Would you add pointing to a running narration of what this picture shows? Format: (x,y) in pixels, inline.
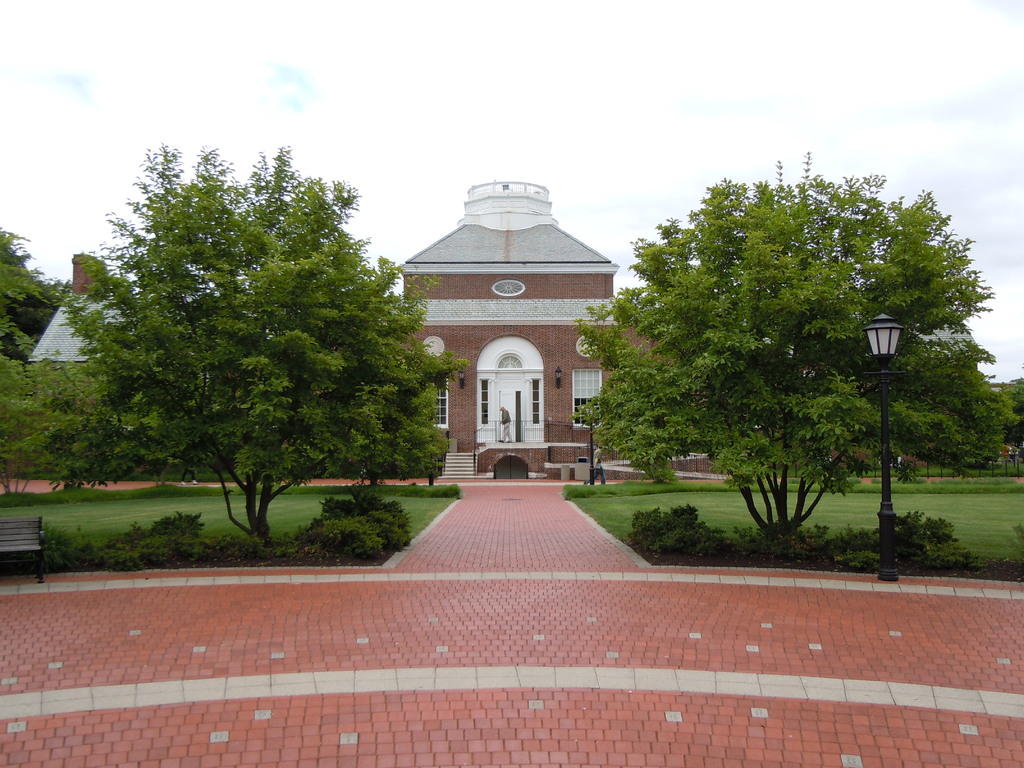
In this image I can see the light pole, trees (913,317) in green color. Background (563,332) I can see the building (550,332) in brown and white color and the sky (524,89) is in white color.
